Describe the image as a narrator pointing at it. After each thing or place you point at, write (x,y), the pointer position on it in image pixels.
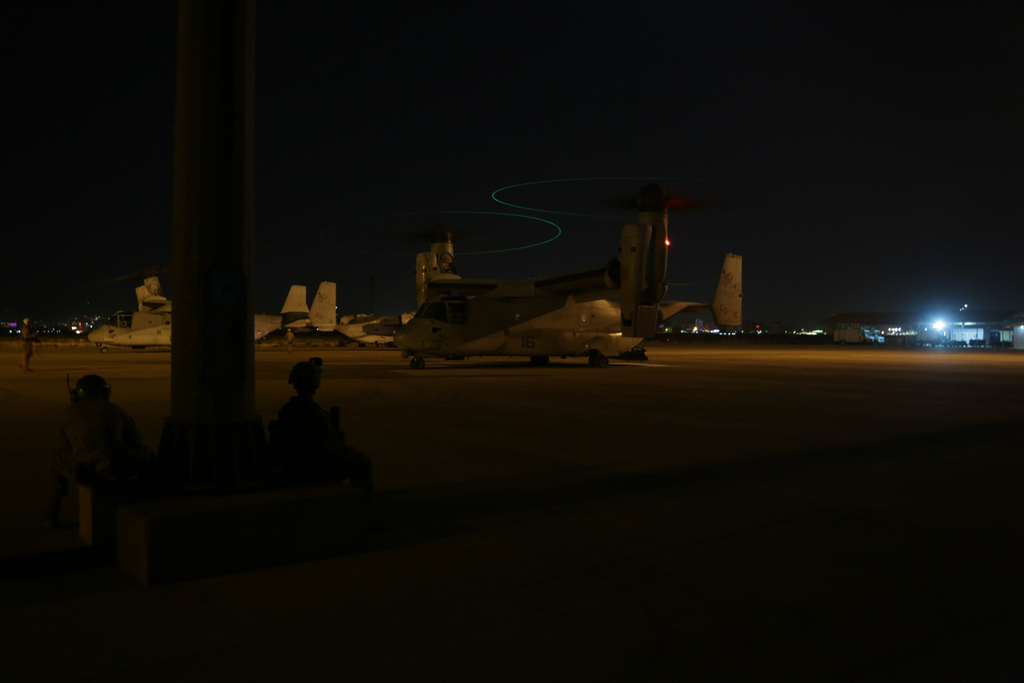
In this picture, we see airplanes (480,281) and some vehicles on the runway (572,386). There are many buildings (859,321) and lights (808,334) in the background (89,319) and this picture is clicked in the dark.
